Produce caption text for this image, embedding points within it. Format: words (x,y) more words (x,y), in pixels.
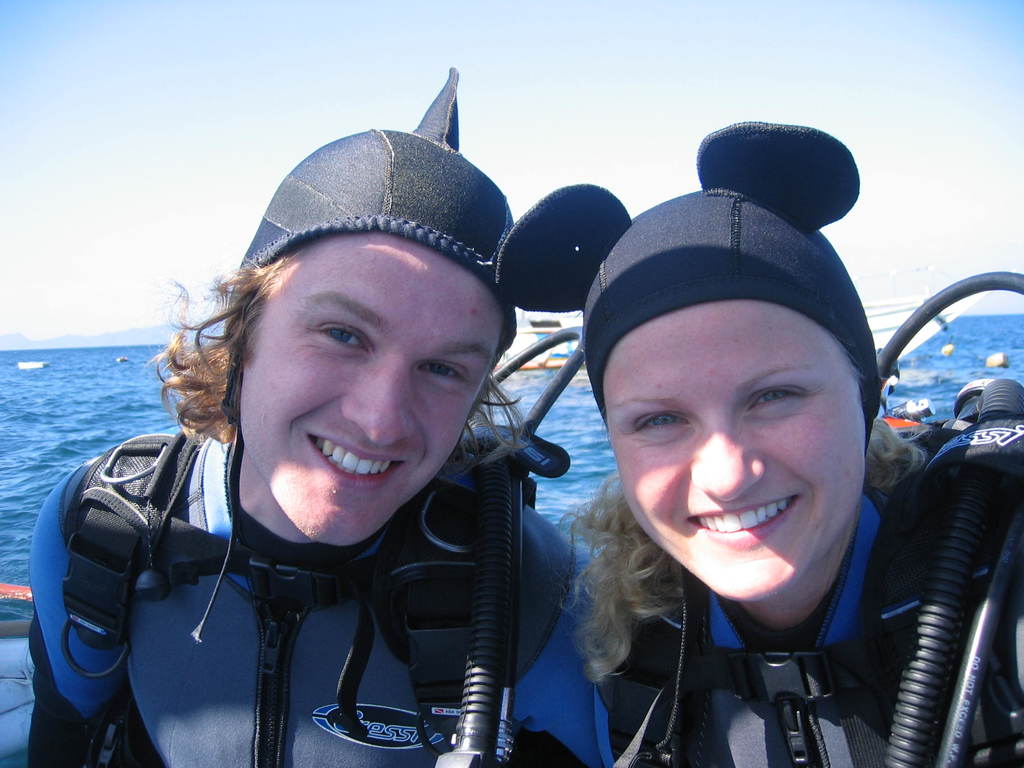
In this image we can see a man (383,408) and a woman (749,486) smiling. In the background (144,151) there are hills (134,335), sky (279,147) and water (109,416).
